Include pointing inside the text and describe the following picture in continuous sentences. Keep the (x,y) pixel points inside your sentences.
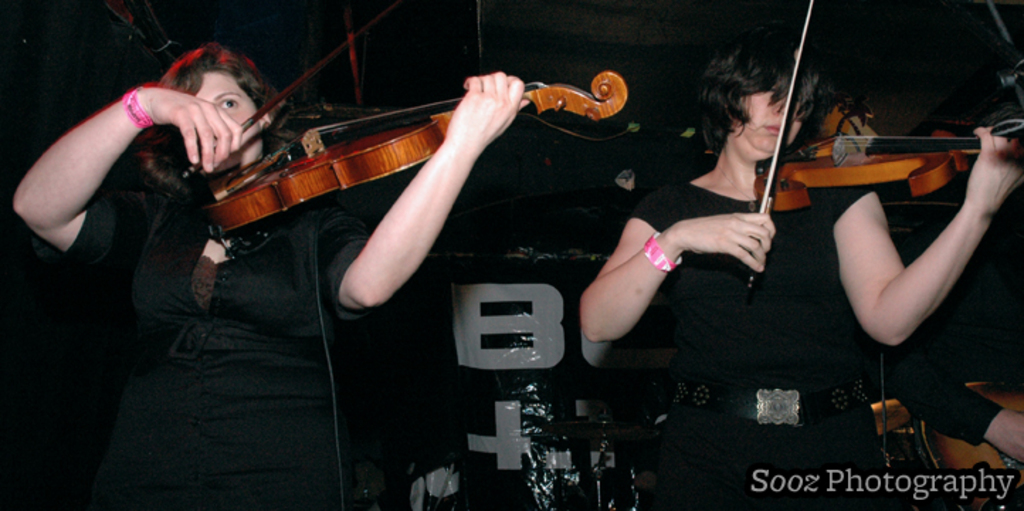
They are playing musical instruments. They are wearing black shirts (121,213).
